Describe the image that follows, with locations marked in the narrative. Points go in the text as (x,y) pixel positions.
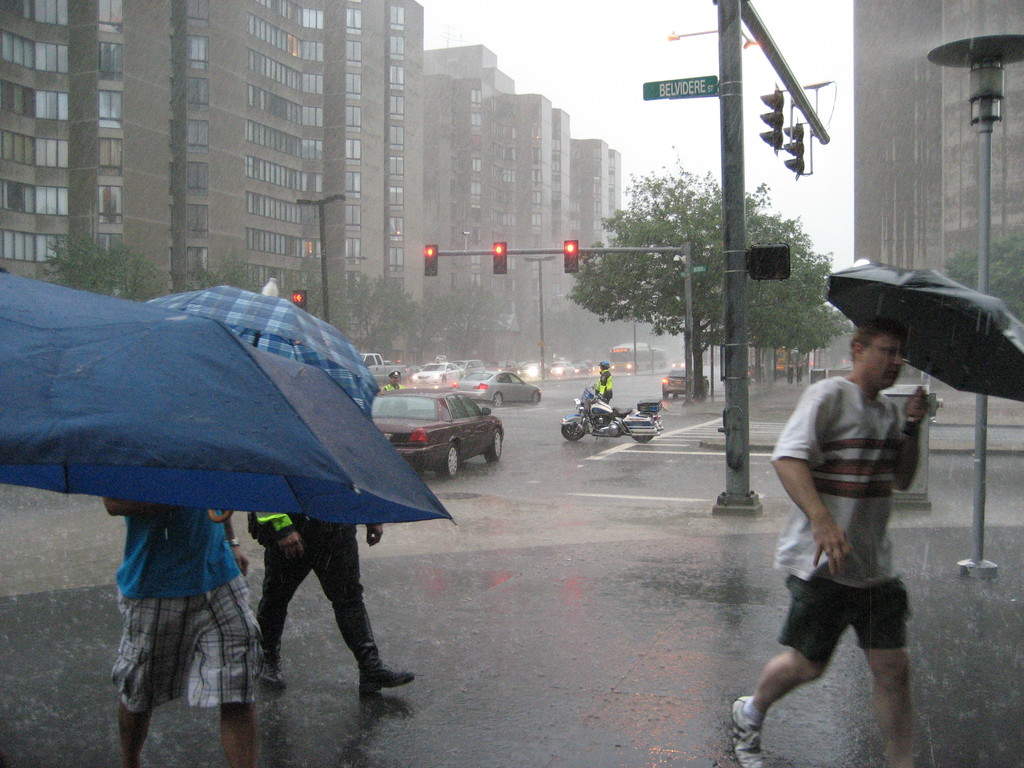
In this picture we can see it is raining. In the foreground of the picture (206,393) there are people (182,568), many people (227,653) are carrying umbrellas (958,315). At the bottom (542,705) it is road (680,499). In the middle of the picture (595,309) there are buildings (497,232), signal lights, street light (985,221), trees (689,239), vehicles (529,364), motorbike (602,411), people (598,391) and various other object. At the top (562,59) and in the background (745,106) there is sky (746,95).
